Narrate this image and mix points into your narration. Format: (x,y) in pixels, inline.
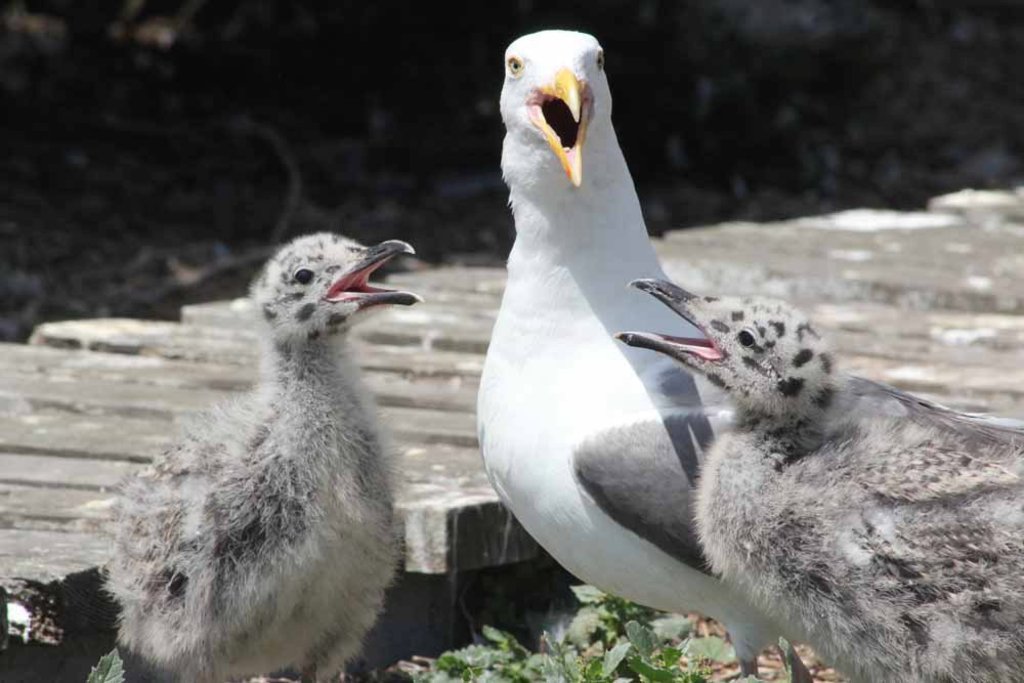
Here we can see birds (258,586) and plants (514,675).
